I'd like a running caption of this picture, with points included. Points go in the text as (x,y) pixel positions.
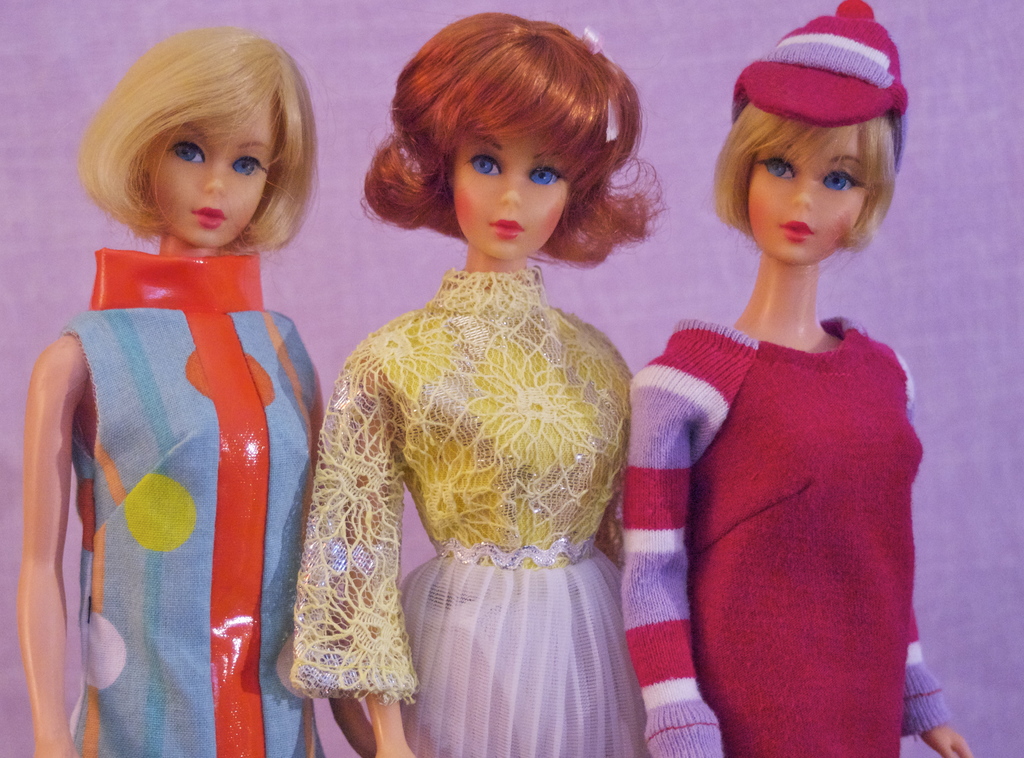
This image consists of three Barbie dolls (557,458). They are wearing different dresses (544,568).
